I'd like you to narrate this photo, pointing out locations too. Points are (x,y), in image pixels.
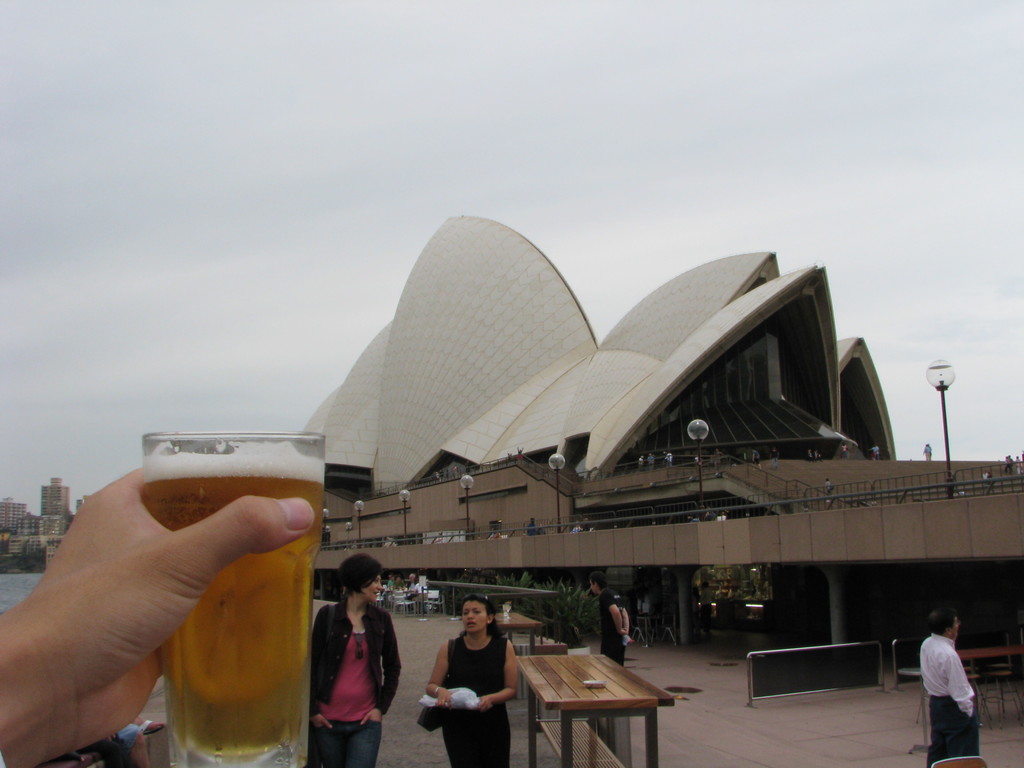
In this image I see a person's hand (17,699) who is holding a glass (291,646) and there are few people (946,640) and tables (1023,651) over here. In the background (339,419) I see a building (338,433), few light poles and the sky (273,59).
